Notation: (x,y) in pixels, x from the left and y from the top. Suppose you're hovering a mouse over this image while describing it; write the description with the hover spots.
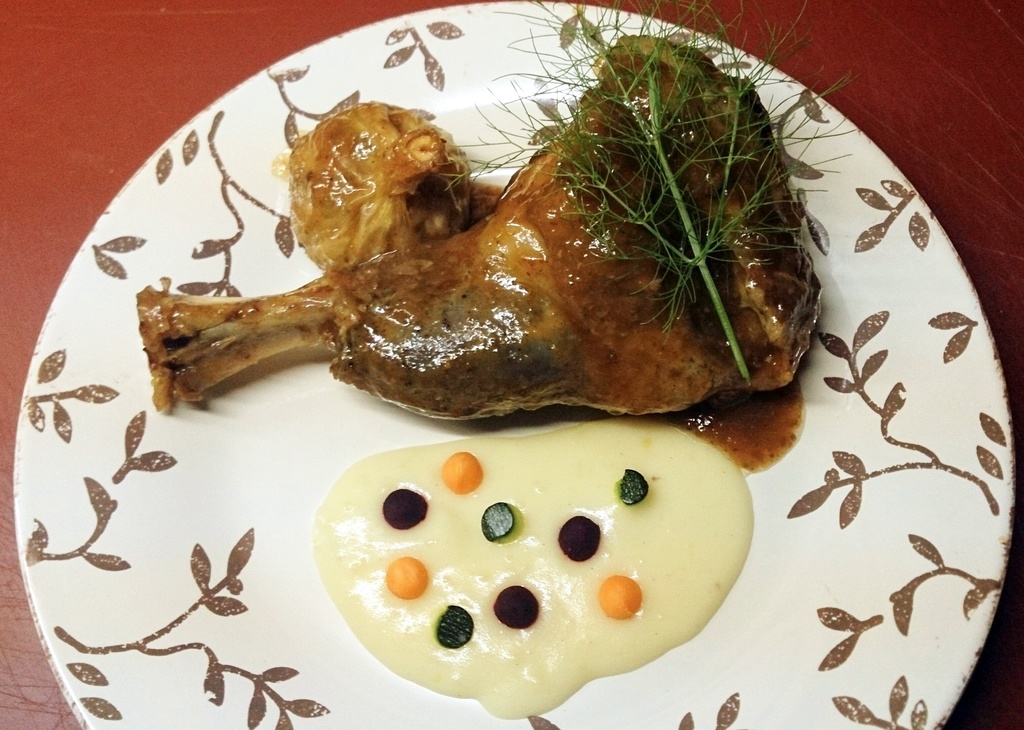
In this image, we can see a table (58,60), on the table (264,5), we can see some food item (798,404) and a leaf (790,189).
